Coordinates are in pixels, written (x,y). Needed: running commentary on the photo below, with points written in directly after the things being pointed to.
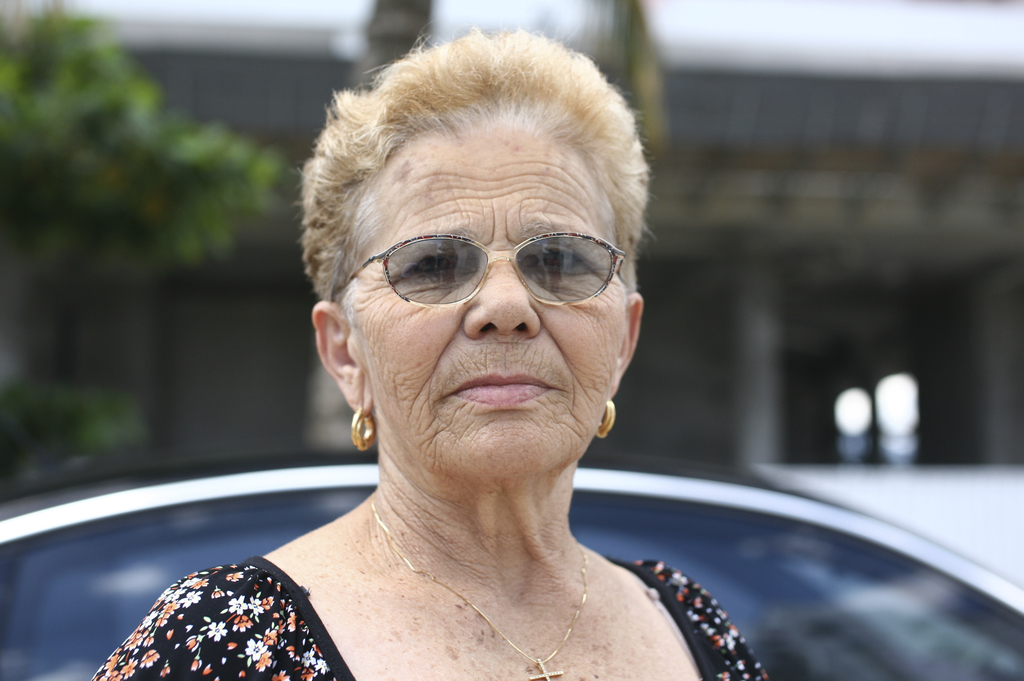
As we can see in the image in the front (214,536) there is car (182,505) and a woman (503,444) wearing black color dress (293,593). In the background (252,106) there are buildings (272,78) and trees (158,202). The background (919,390) is little blurred.
